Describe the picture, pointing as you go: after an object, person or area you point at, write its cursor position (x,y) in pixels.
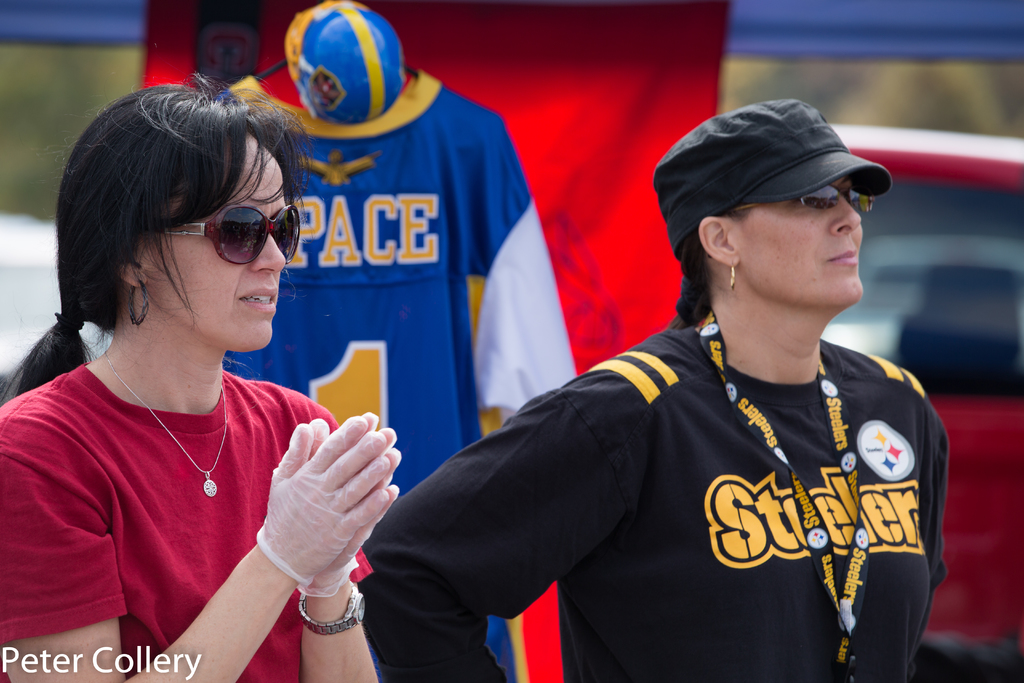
In this picture there are two women (441,576) standing and there is a blue dress (385,278) and a helmet (334,87) behind them and there is a red color vehicle (977,374) in the right corner (969,375) and there is something written in the left bottom corner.
